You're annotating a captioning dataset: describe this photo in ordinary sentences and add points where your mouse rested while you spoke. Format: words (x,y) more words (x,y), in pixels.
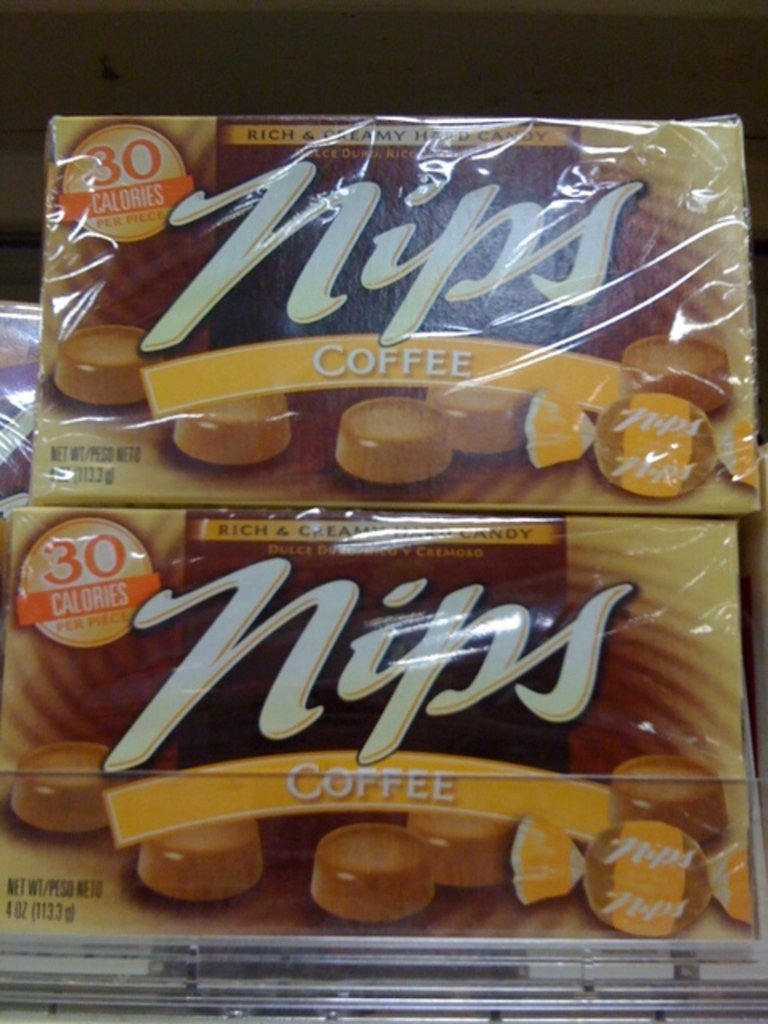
In the image there are two coffee hard candy packs (232,152) on a shelf (748,1008).
